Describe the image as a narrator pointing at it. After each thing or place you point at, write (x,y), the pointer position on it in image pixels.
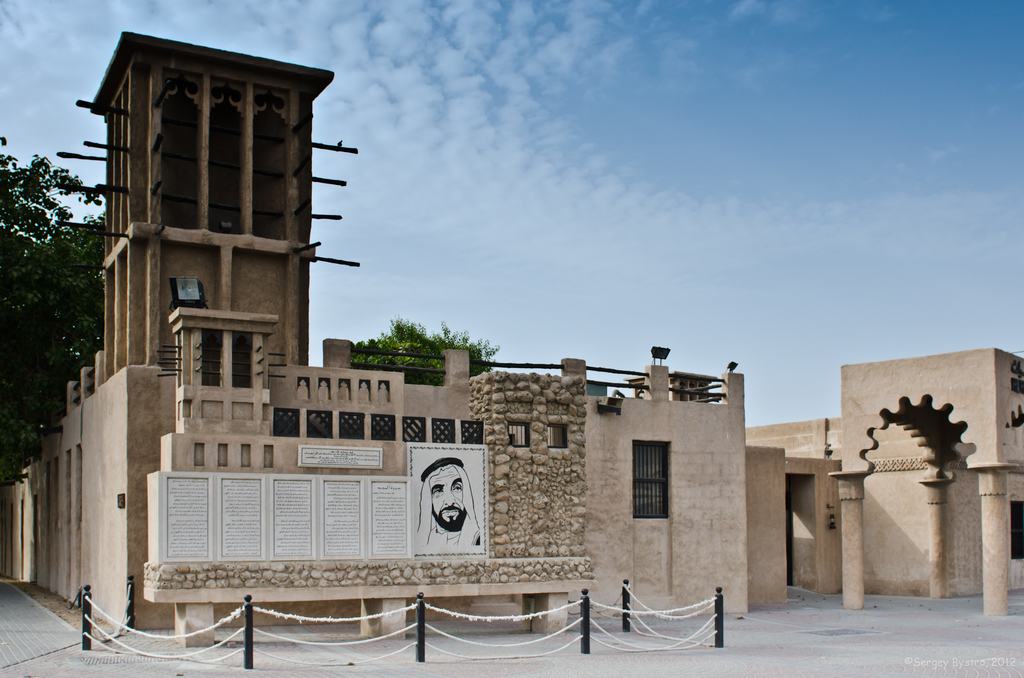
In this picture we can see building (948,394) and monuments (352,407). At the bottom (461,522) we can see the picture (476,521) of a person (478,521) near to the wall (498,519). At the top (614,187) we can see sky (674,106) and clouds (657,196). On the left (36,191) we can see the trees (8,368).
